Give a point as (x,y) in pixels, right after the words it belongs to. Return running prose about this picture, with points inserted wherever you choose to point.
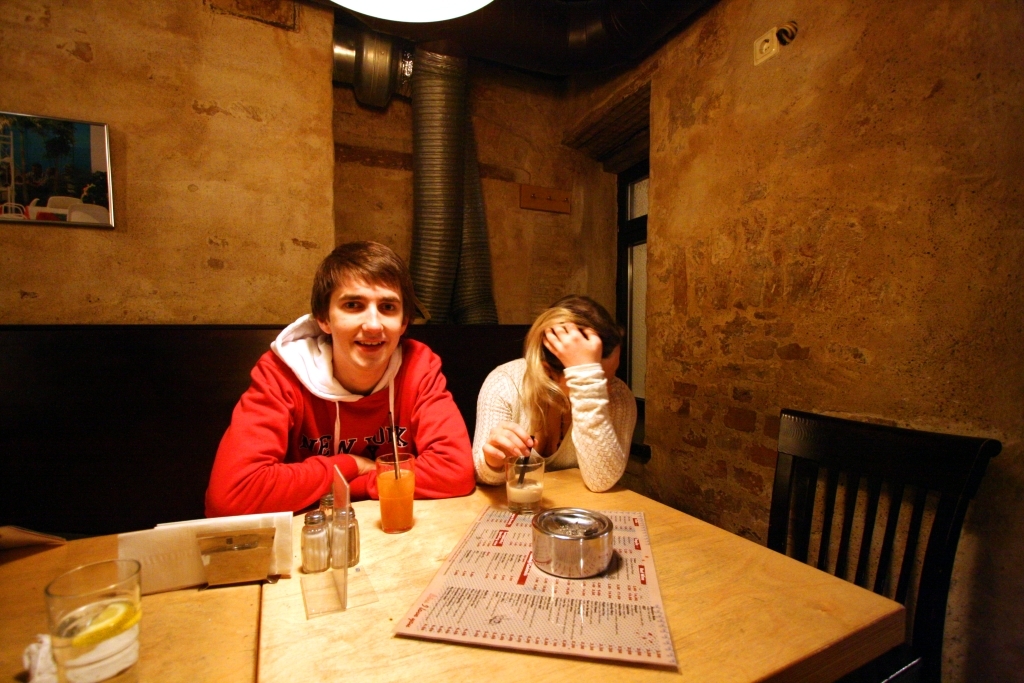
In this image I can see two people (402,349) are sitting in front of the table (460,507). Among them one person (377,391) is wearing red jacket (409,449) and another one is white dress (586,407). And there is a chair (936,477) to the side of them. On the table (676,596) there are glasses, bowl (581,568) and the card (570,631). To the wall (257,221) there is a frame (64,129) attached. And a pipe (365,94) can be seen at the back (472,192).
